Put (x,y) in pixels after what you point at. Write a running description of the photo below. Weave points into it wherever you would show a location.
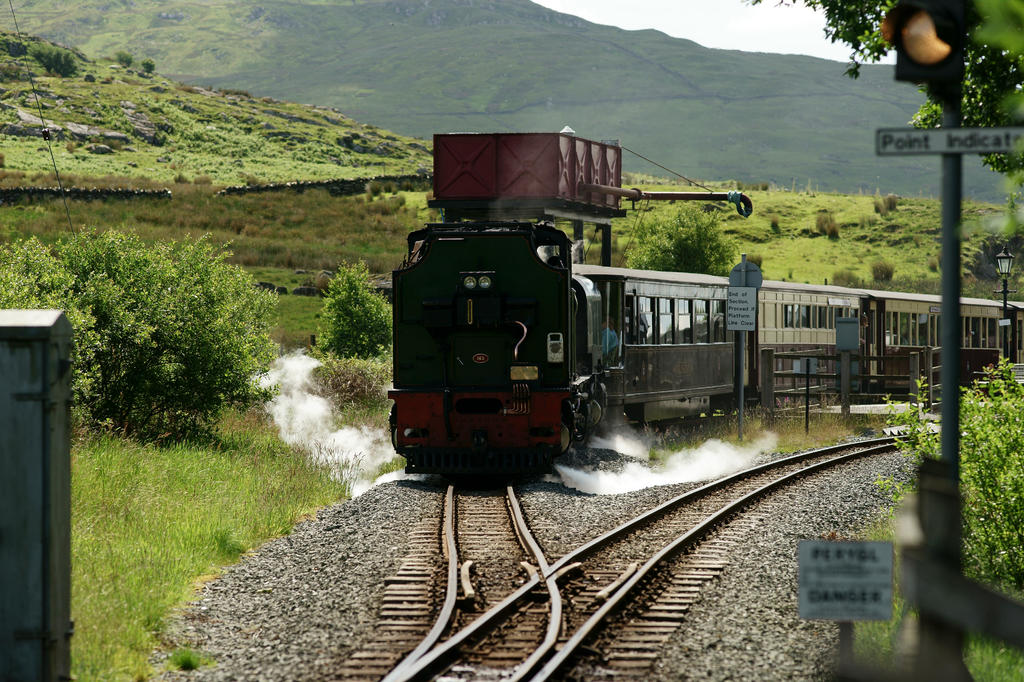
In this picture we can see railway tracks (602,567) and stones (740,605) at the bottom (401,593), there is a train (486,470) in the middle (573,356), on the left side (184,497) and right side (991,549) we can see grass (99,537) and plants (969,478), in the background (978,90) there are some trees (53,61), we can see the sky (707,10) at the top of the picture (687,10), we can also see smoke (648,466) in the middle (646,453), on the right side (740,365) there are some poles (956,310).
